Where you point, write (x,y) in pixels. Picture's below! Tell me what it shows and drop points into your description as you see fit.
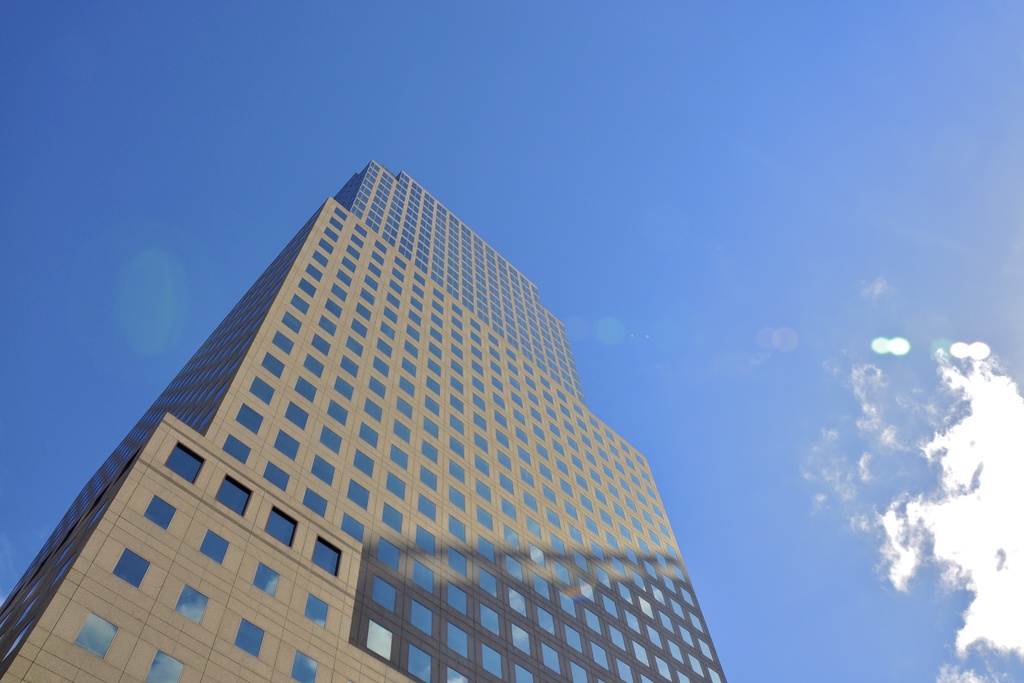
In the center of the image (526,297), we can see a building (462,438) and on the right (961,512), there are clouds (939,451) in the sky (893,453).
